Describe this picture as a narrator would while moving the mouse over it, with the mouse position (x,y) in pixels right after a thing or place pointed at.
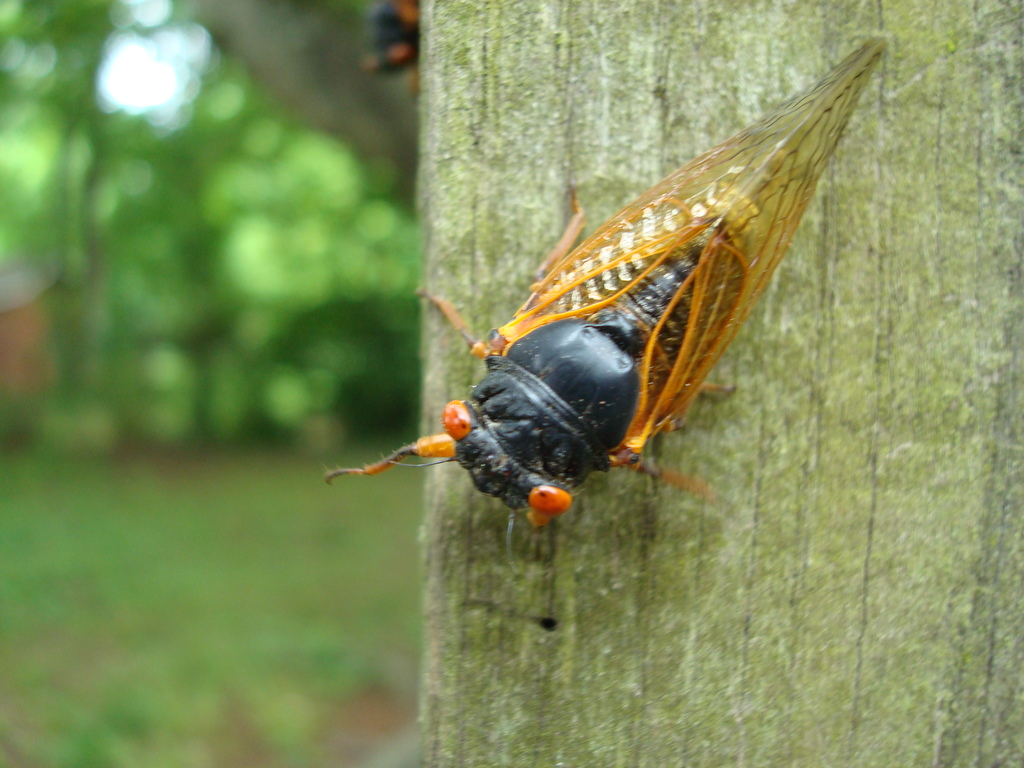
In this image there is an insect (602,332) in the front (589,349) and the background (15,481) is blurry.
